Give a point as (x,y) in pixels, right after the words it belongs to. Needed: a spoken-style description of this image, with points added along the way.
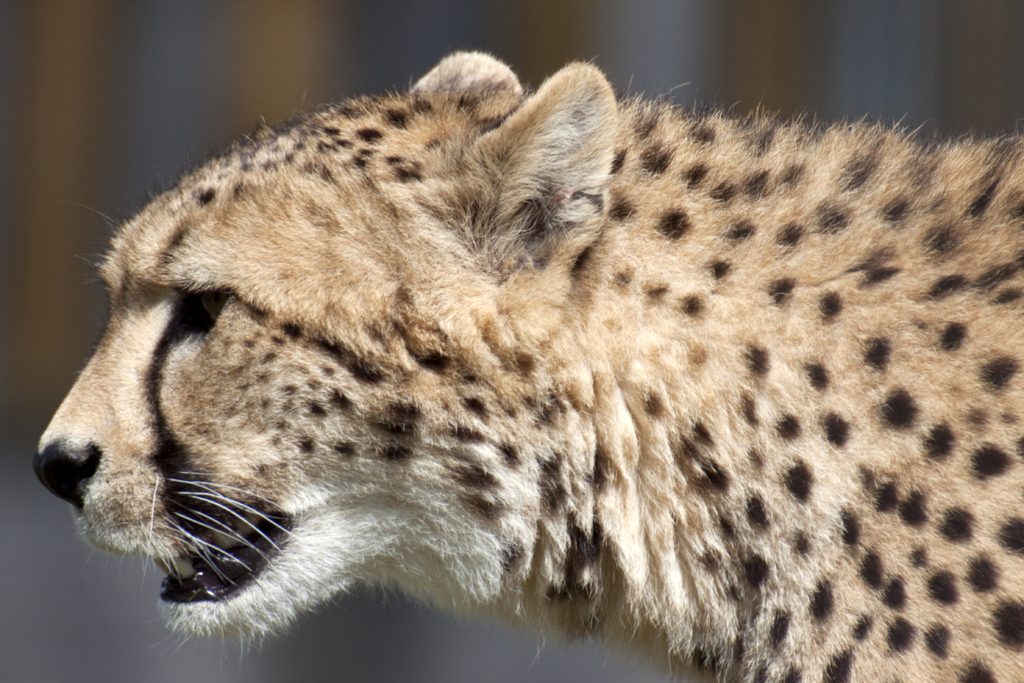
Background (776,16) portion of the picture is blur. In this picture we can see a cheetah (972,297).
